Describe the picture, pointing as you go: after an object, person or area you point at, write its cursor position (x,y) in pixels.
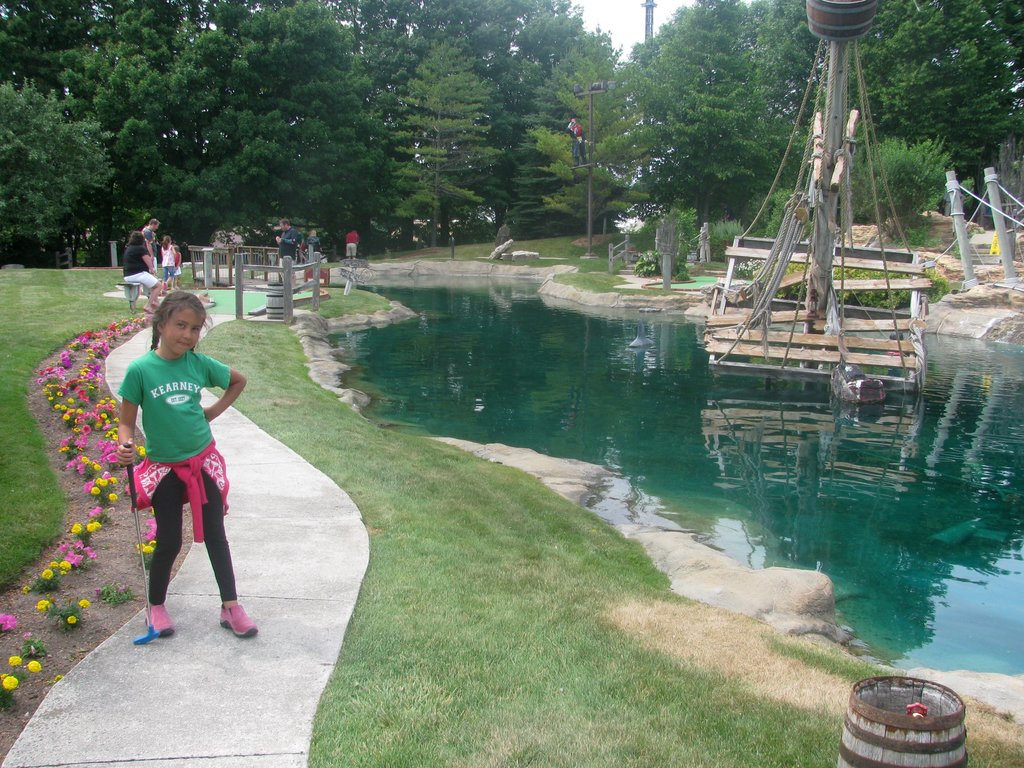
In this image, we can see people (197,402) and one of them is holding a stick (134,510). In the background (142,286), there is a lady (142,278) sitting on the stool (139,287) and there are trees (428,67), poles (835,193), stands (291,265) and there are ropes (801,166), plants (82,409) along with flowers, a bin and there is water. At the top (603,20), there is sky (603,17) and there is a tower (650,34). At the bottom (387,624), there is ground (448,637).
